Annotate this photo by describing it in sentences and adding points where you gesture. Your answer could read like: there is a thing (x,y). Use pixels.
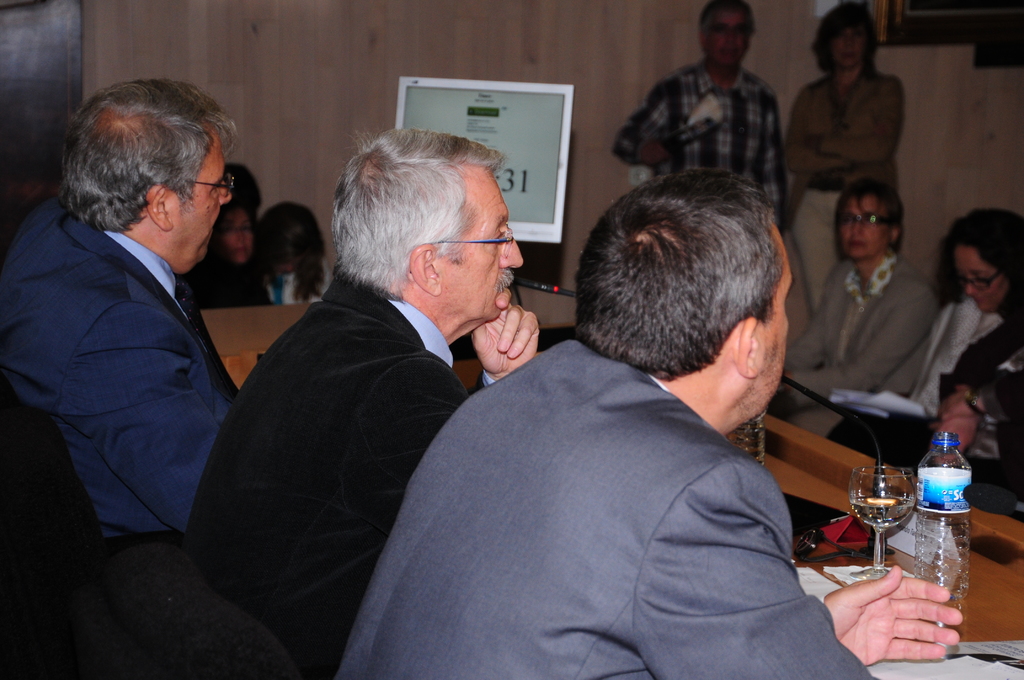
In this image I can see people (681,149) where two of them are standing and rest all are sitting. I can also see few bottles (935,564), a glass (872,471) and a monitor (478,82).
